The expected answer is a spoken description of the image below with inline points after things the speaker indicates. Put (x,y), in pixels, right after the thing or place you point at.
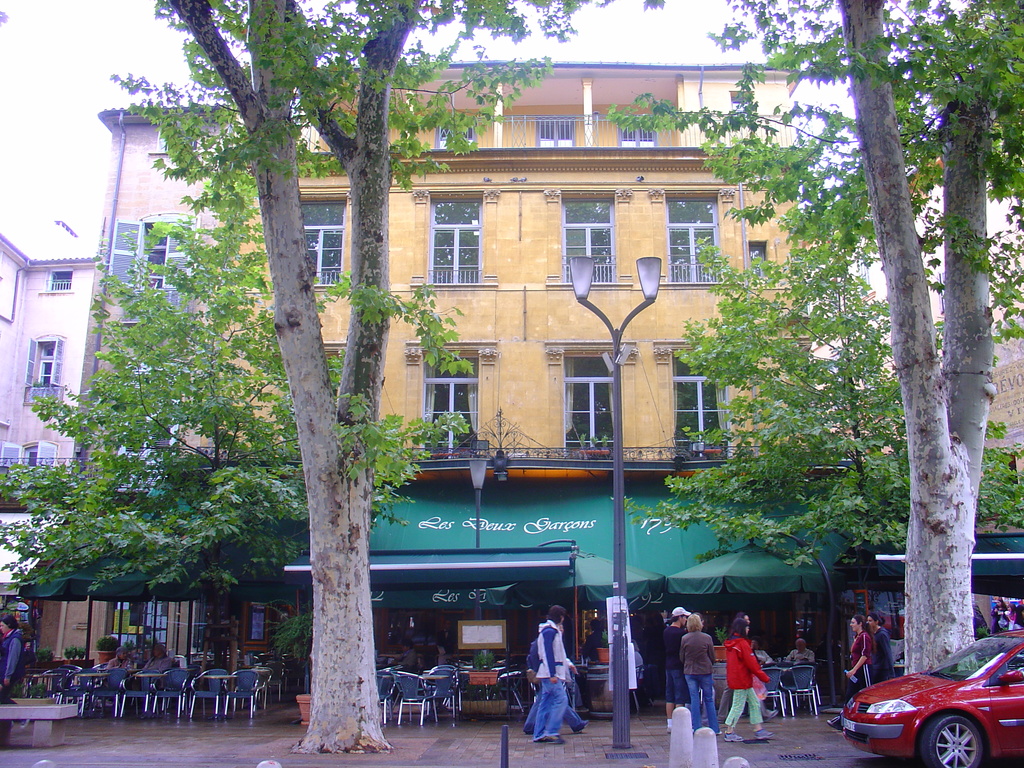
This picture is clicked in the city. At the bottom (710,727), we see the road (720,723), poles (679,743) and a red car (905,695) is moving on the road (807,727). In the middle (358,469), we see the trees (365,622), street lights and people (555,695) are standing. Behind them, we see many people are sitting on the chairs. On the left side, we see the empty chairs (383,700). In the background (573,557), we see the trees (334,579), buildings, green color tents (780,583) and a board (397,492) in green color with some text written on it. At the top (5,48), we see the sky (4,65).
